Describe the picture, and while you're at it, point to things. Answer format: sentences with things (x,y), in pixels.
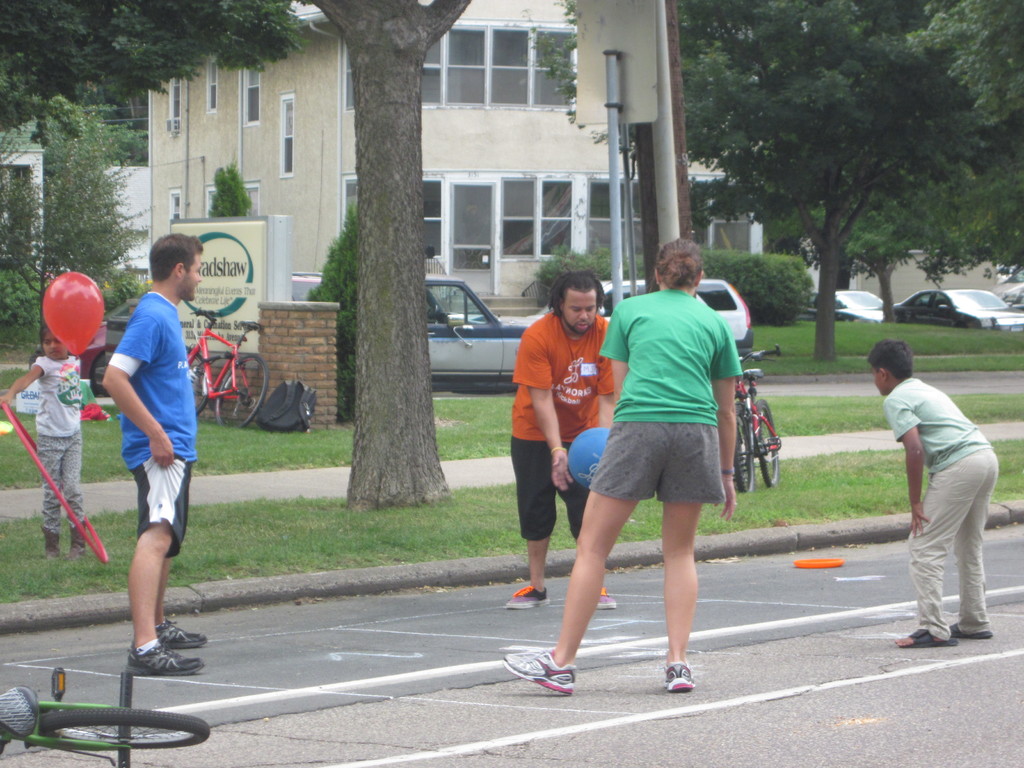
In this image, we can see some people (974,571) playing a game, there are some bicycles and cars (465,377), there are some green color trees (417,178), we can see a building (503,155).
